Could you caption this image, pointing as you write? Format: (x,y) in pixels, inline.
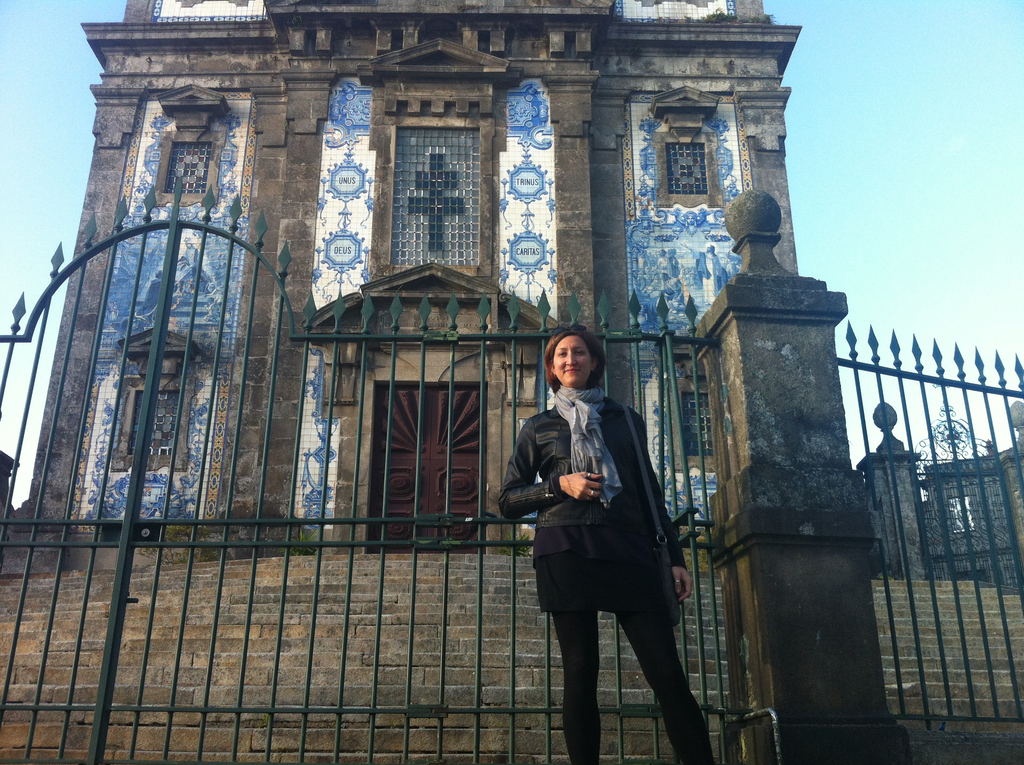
In this image I can see a person (590,539) wearing black color dress (592,552) is standing. I can see the metal gate (332,485), a pillar (841,521), few stairs (525,599) and a building (407,129) which is black, brown, white and blue in color. In the background (841,185) I can see the sky (817,132).
